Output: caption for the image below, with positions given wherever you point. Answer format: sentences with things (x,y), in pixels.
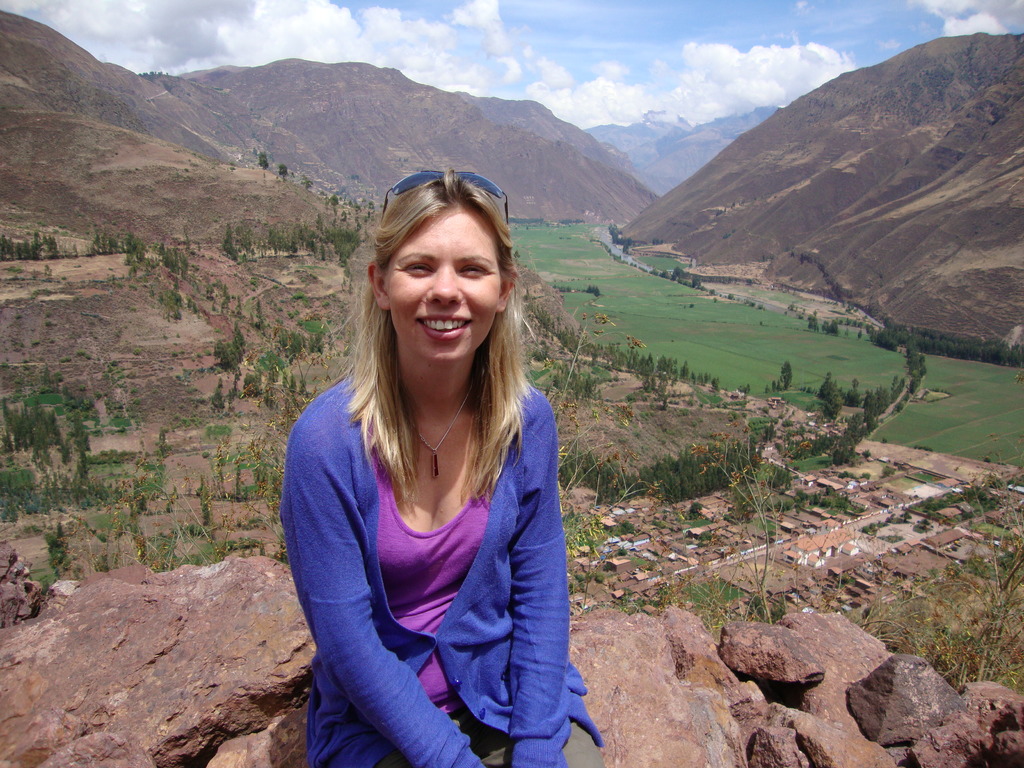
In this picture there is a girl (451,528) wearing a blue color jacket (501,617) sitting on the brown rock (207,677), smiling and giving a pose. Behind there is a beautiful view of the mountain (658,232) and grass (875,376) with some trees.
